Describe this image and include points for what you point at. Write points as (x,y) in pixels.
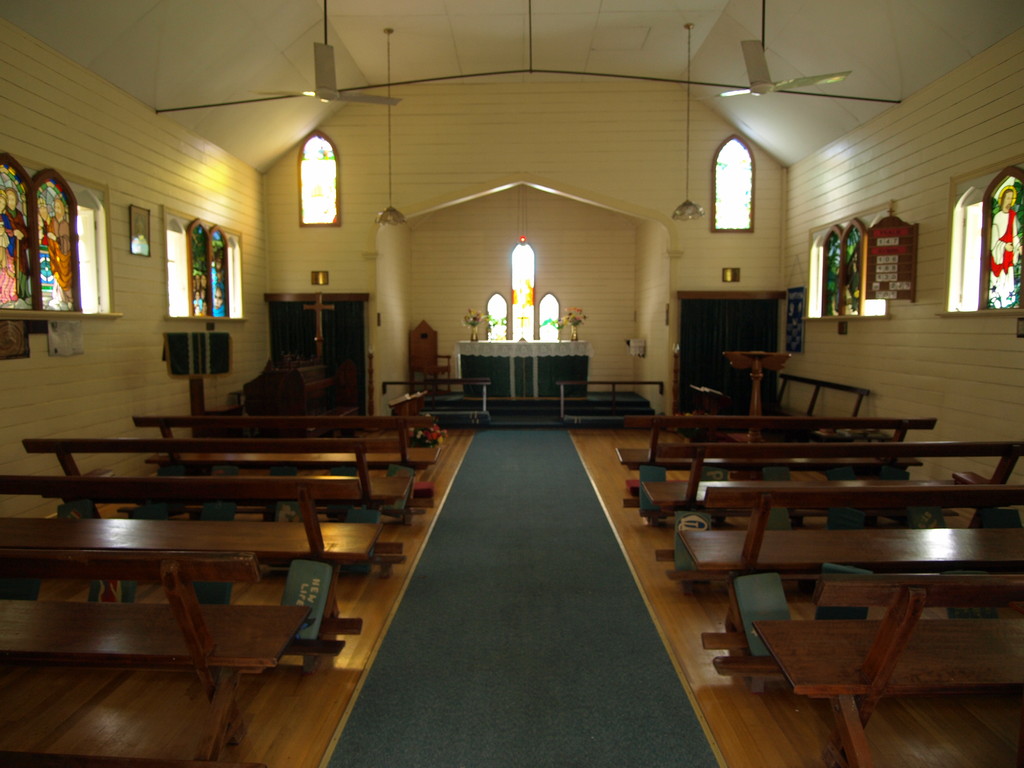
In this image there is an inside view of a church (534,358), there are benches (387,477), there are windows (846,265), there is the wall (790,253), there is a desk (536,368), there is a flower vase (476,333) on the desk (568,355), there are curtains (704,331), there are lights (681,214), there are fans (348,94), at the top of the image (741,78) there is the roof (524,20).
